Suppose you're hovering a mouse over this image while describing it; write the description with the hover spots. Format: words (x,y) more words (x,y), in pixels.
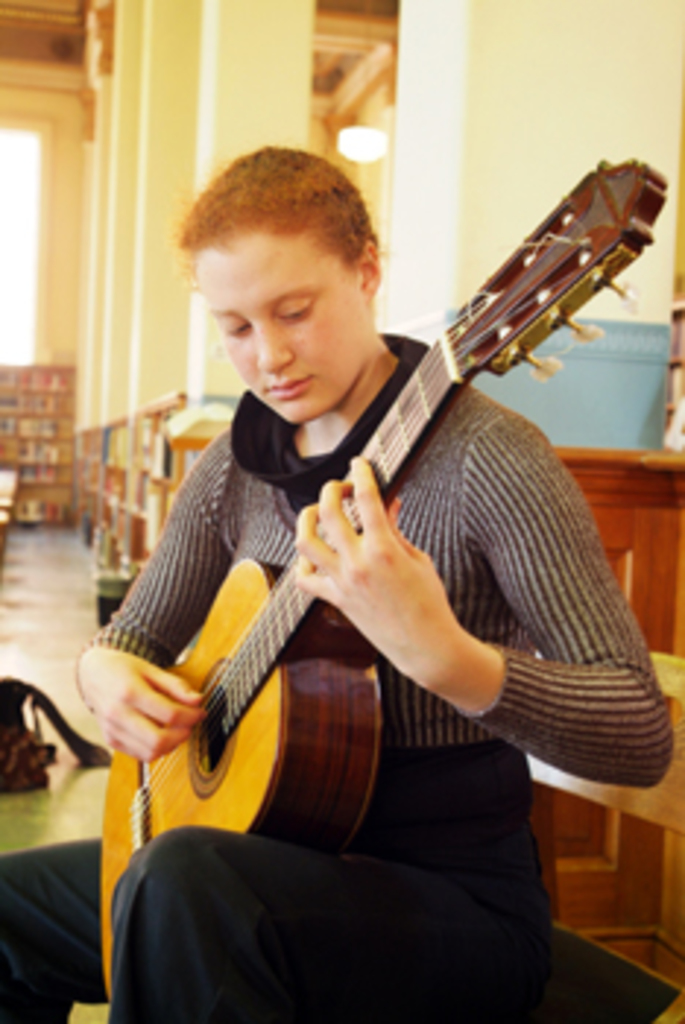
In the image we can see there is a person (225,1021) who is sitting and holding guitar (384,442) in her hand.
